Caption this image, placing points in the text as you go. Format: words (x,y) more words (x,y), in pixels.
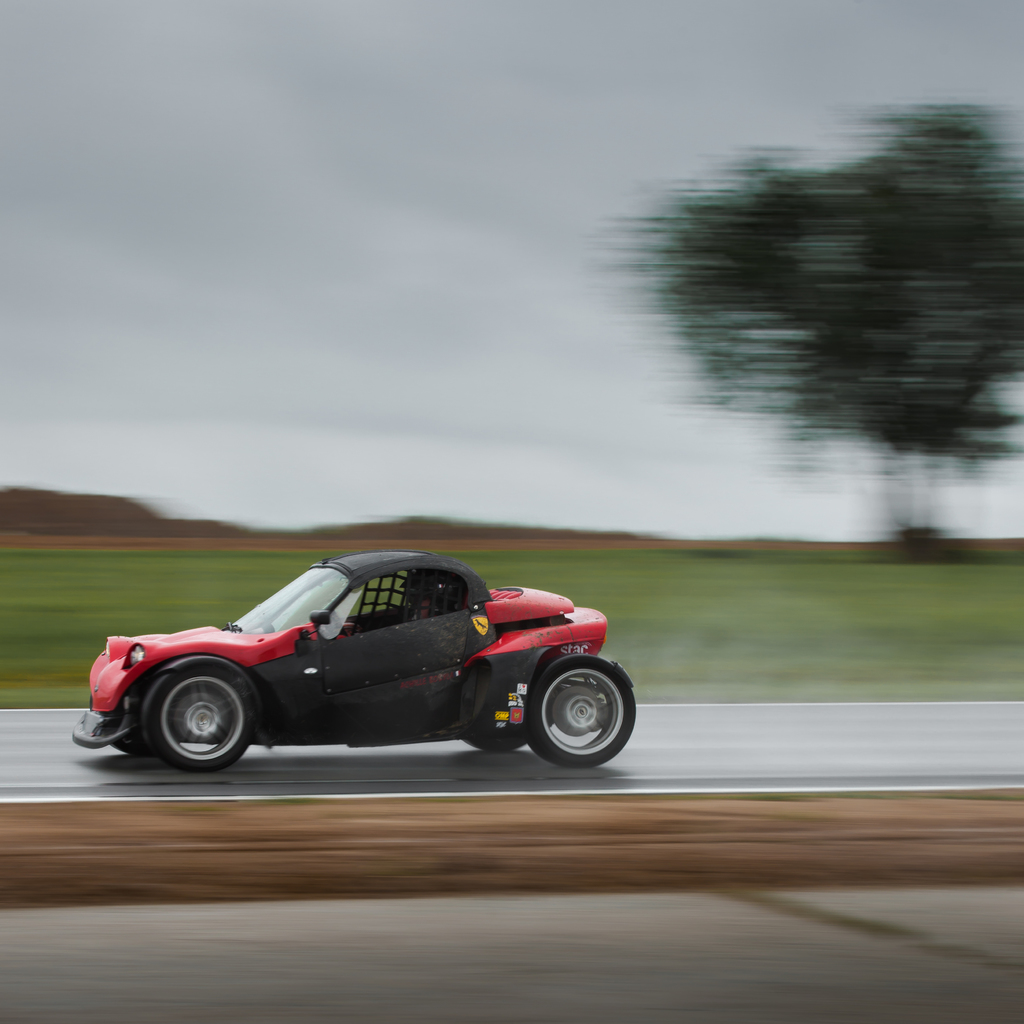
Background (952,388) portion of the picture is blur. We can see a tree (858,434) and sky (623,389). This is a vehicle (622,746) on the road (630,756).
